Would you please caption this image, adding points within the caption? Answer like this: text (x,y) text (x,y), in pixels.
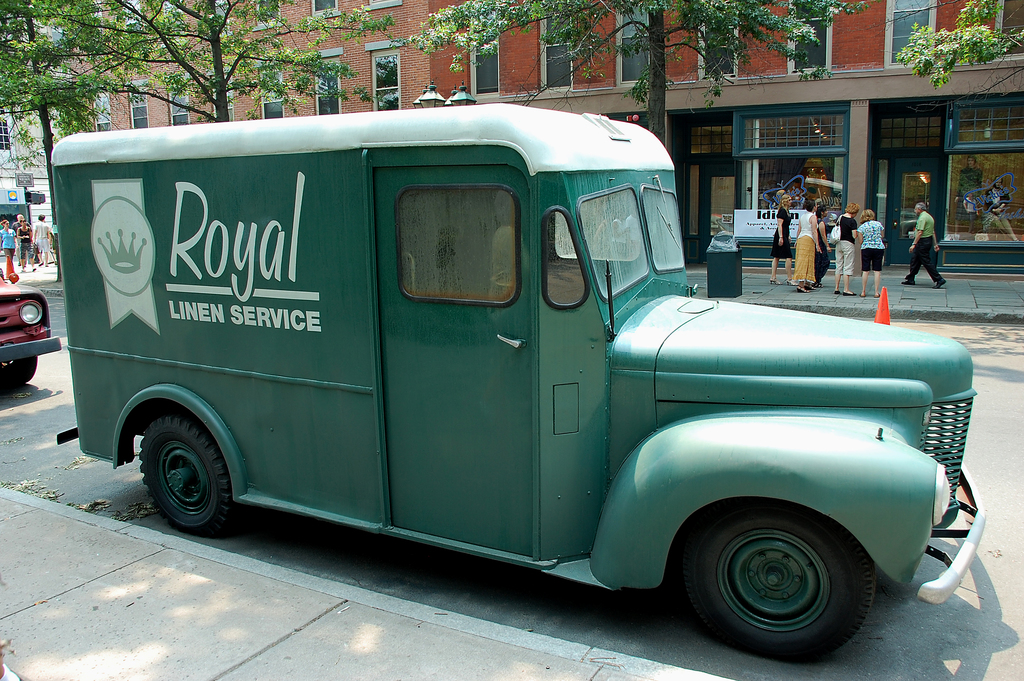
In the center of the image (602,378) we can see one vehicle (611,440) on the road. On the vehicle (272,378), we can see some text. In the background (720,94), we can see buildings (429,76), trees (455,61), windows (386,60), few people (918,269) and a few other objects (19,178).
